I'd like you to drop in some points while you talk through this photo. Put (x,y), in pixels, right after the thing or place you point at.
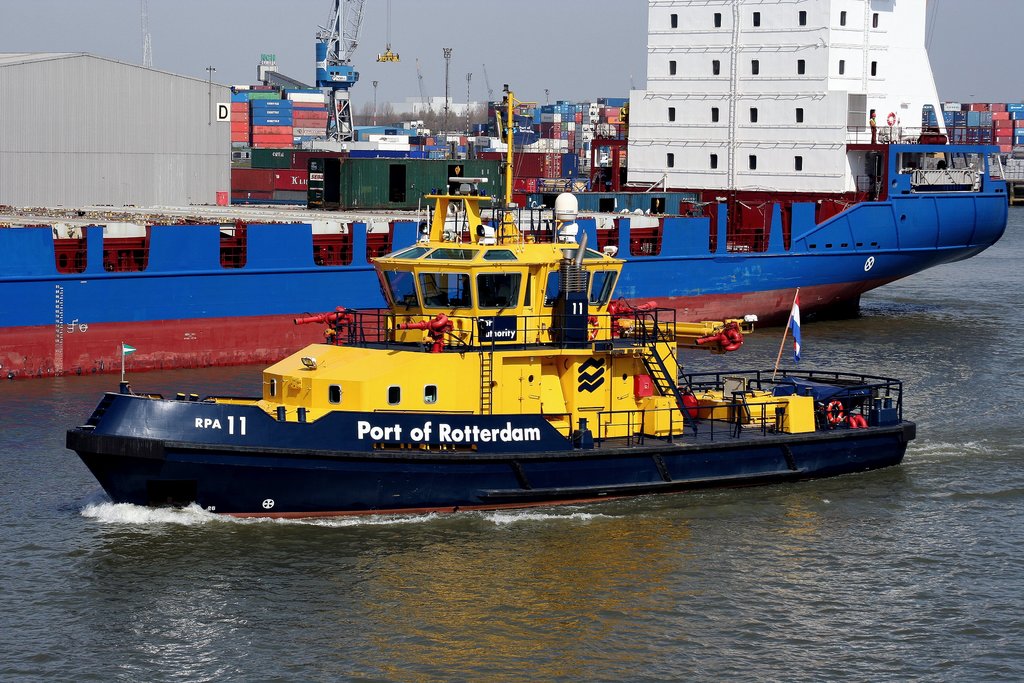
In this picture we can see few ships (543,352) on the water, in the background (428,124) we can see few containers (453,136), cranes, buildings (431,109) and trees (394,116).
